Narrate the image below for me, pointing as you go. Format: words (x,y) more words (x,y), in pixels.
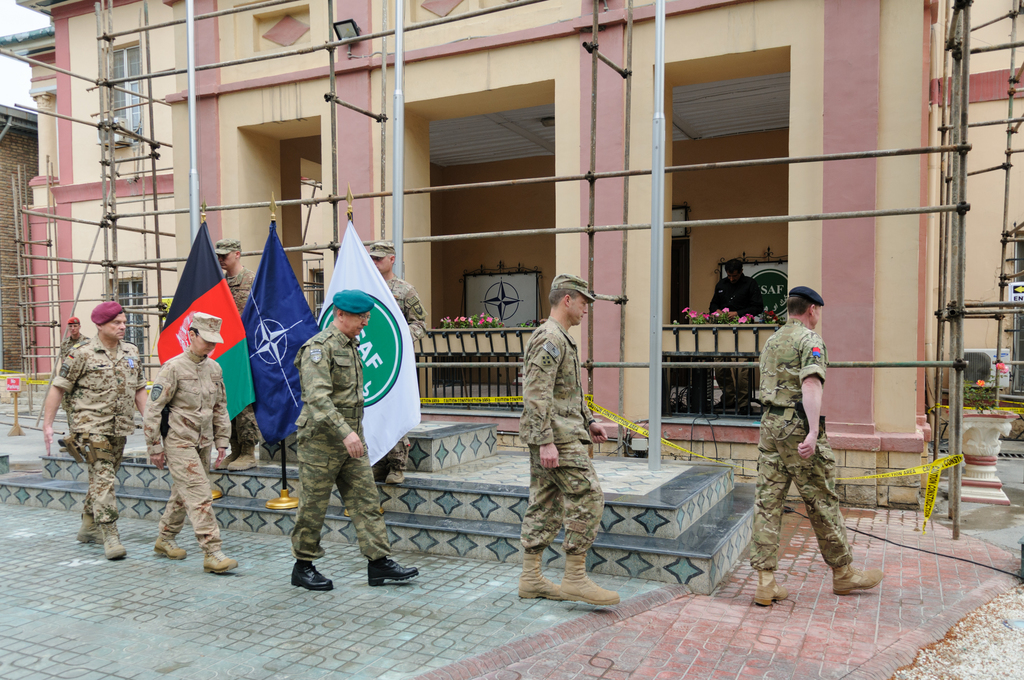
In the center of the image (549,368) there are people (105,551) walking on the pavement (445,583). In the background of the image (461,299) there is a building (311,223). There are flags (262,380).
